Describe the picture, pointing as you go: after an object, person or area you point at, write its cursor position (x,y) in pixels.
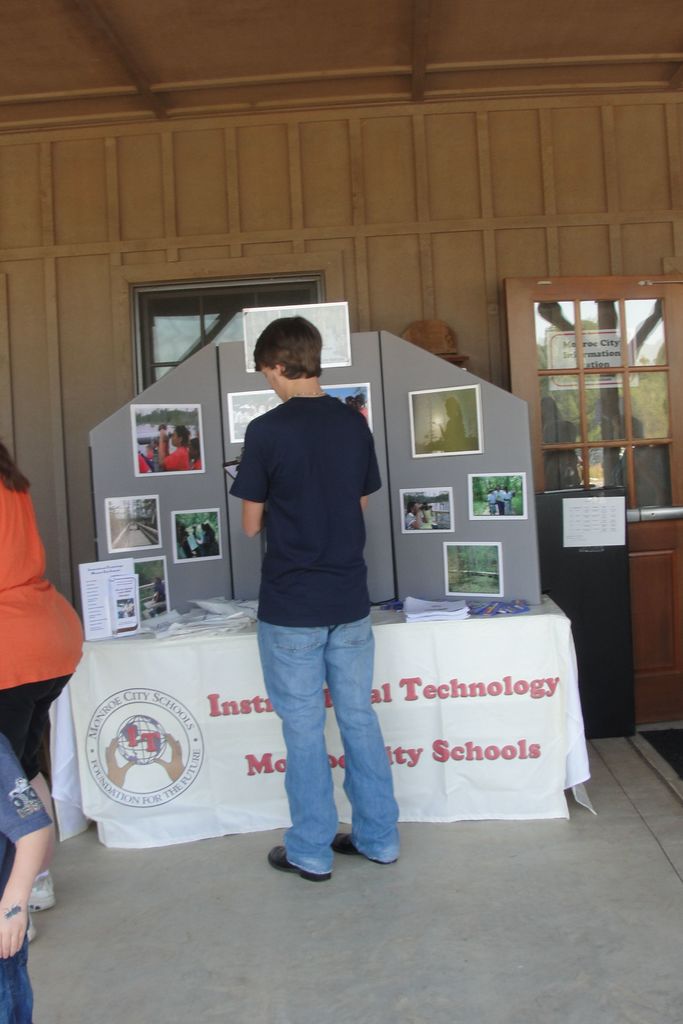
In this image there is a man (309,777) standing. In front of him there is a table (383,615). There is a cloth (250,788) spread on the table (472,753). There is text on the table (505,715). There are boards (167,508) and papers (110,584) on the table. There are posters (153,542) sticked on a board (463,489). Behind the table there is a wooden wall (468,178). There are doors (608,305) and windows (214,297) to the wall (124,331). To the left (17,576) there are two people (26,705).
